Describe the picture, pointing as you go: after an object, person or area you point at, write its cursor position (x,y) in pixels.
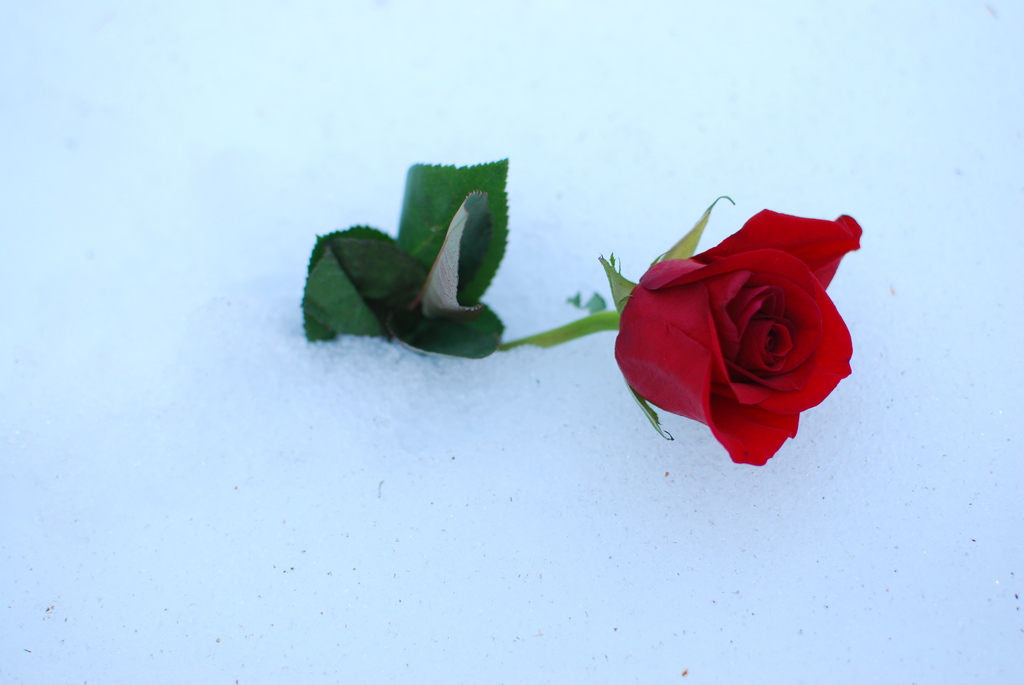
It is a beautiful rose flower (754,361) in the snow (398,443).
